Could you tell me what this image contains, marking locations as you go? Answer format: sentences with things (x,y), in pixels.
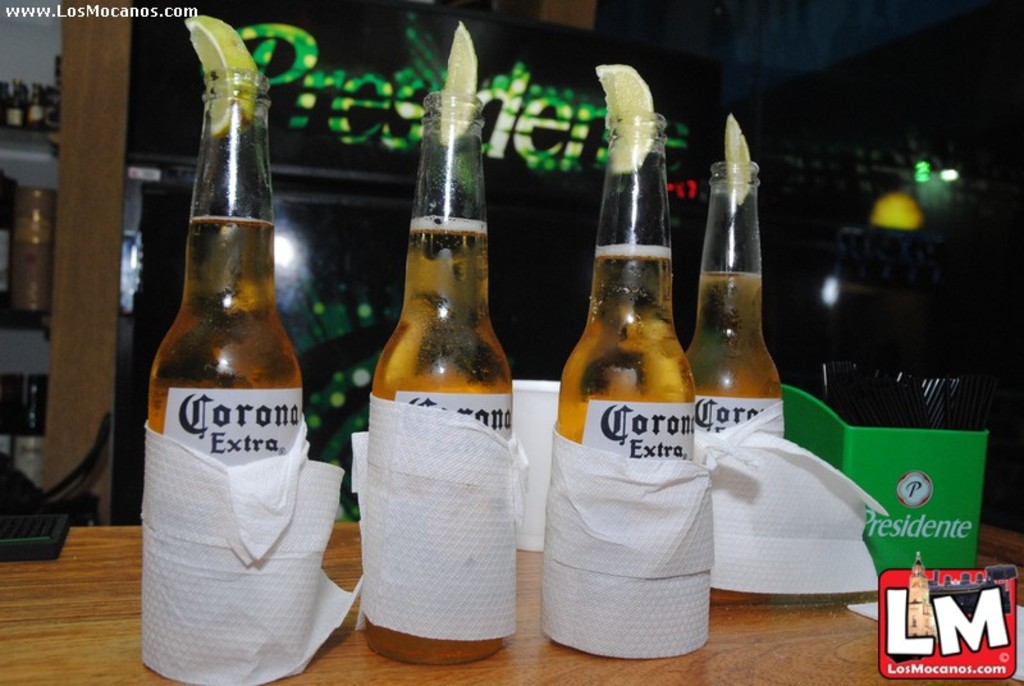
This is the picture in a restaurant (797,390). This is a wooden table (117,632) on the wooden table (118,611) there are four glass bottles (609,346) on top of the bottles (739,340) this is a lemon (618,106). This is a tissue (219,566) wrapped on the glass bottles (232,450). Background of the bottles (459,336) is a hoarding (352,111) written Presidente.
